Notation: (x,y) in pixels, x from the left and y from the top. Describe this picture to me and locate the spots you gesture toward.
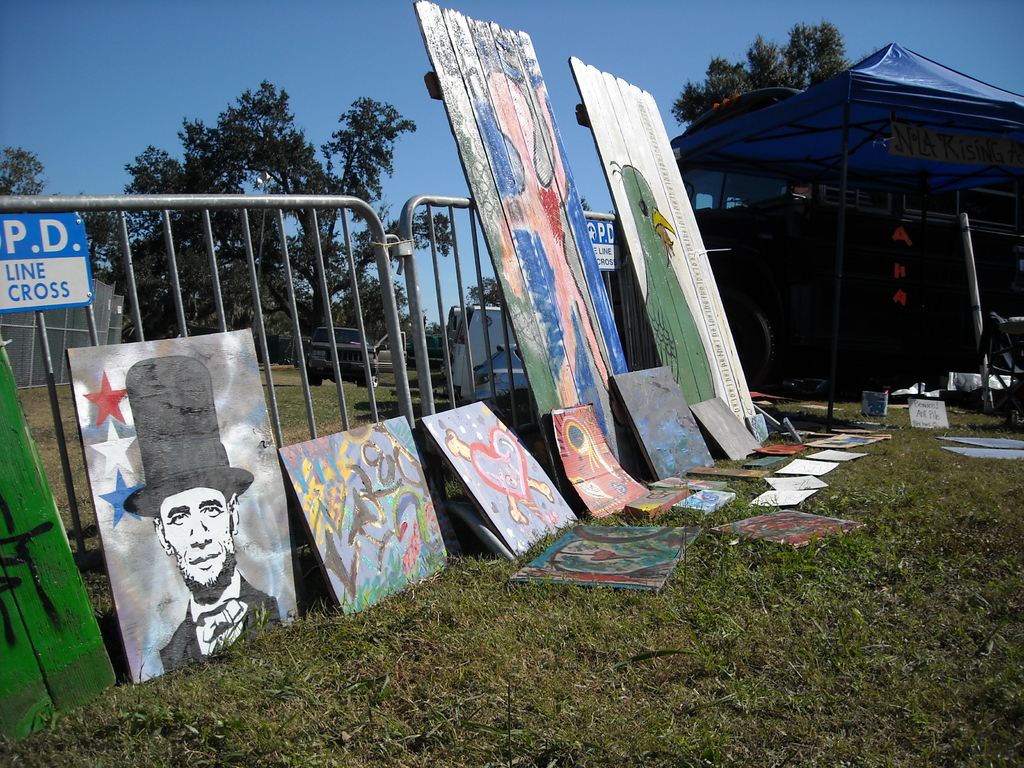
In this image there are paintings (595,408) on the boards (427,509) which are on the grass (460,584), there is a tent (715,132) with iron poles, iron grills (406,263), car (340,330), trees (341,257), and in the background (26,108) there is sky (378,51).
